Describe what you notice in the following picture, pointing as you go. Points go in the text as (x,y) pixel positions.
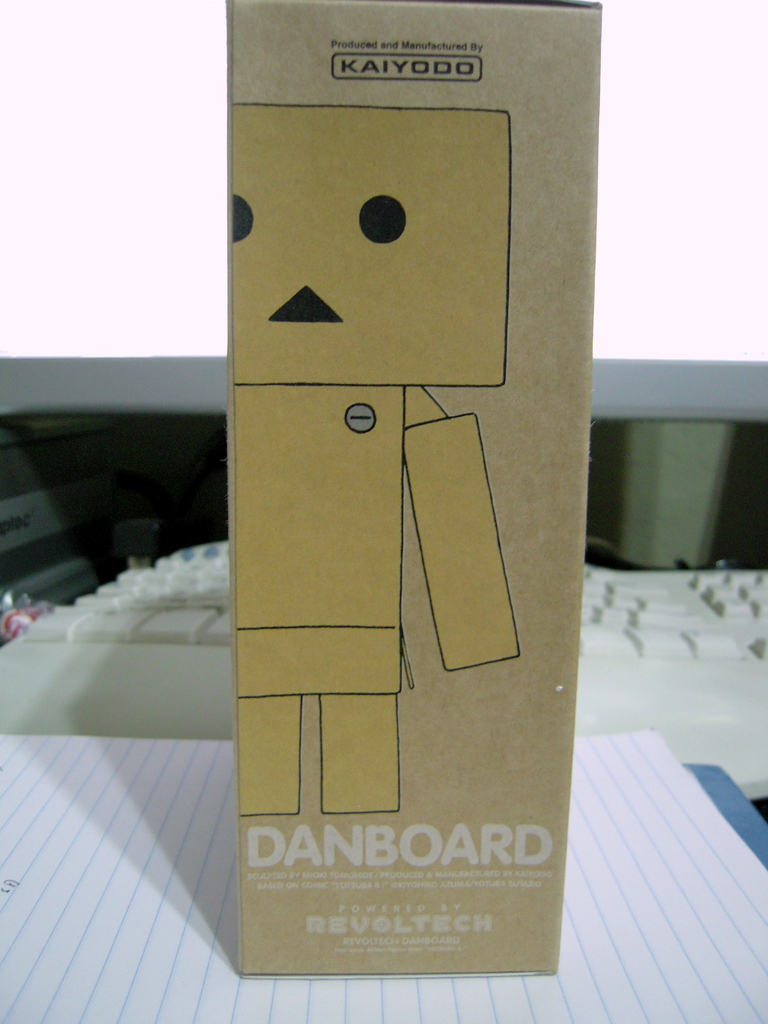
In the image in the center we can see one table (179,938). On the table (142,937), there is a paper (128,937), keyboard (697,677) and one box (335,130). On the box (531,926), it is written as "Dan Board". In the background (152,109) there is a wall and few other objects (1,447).
